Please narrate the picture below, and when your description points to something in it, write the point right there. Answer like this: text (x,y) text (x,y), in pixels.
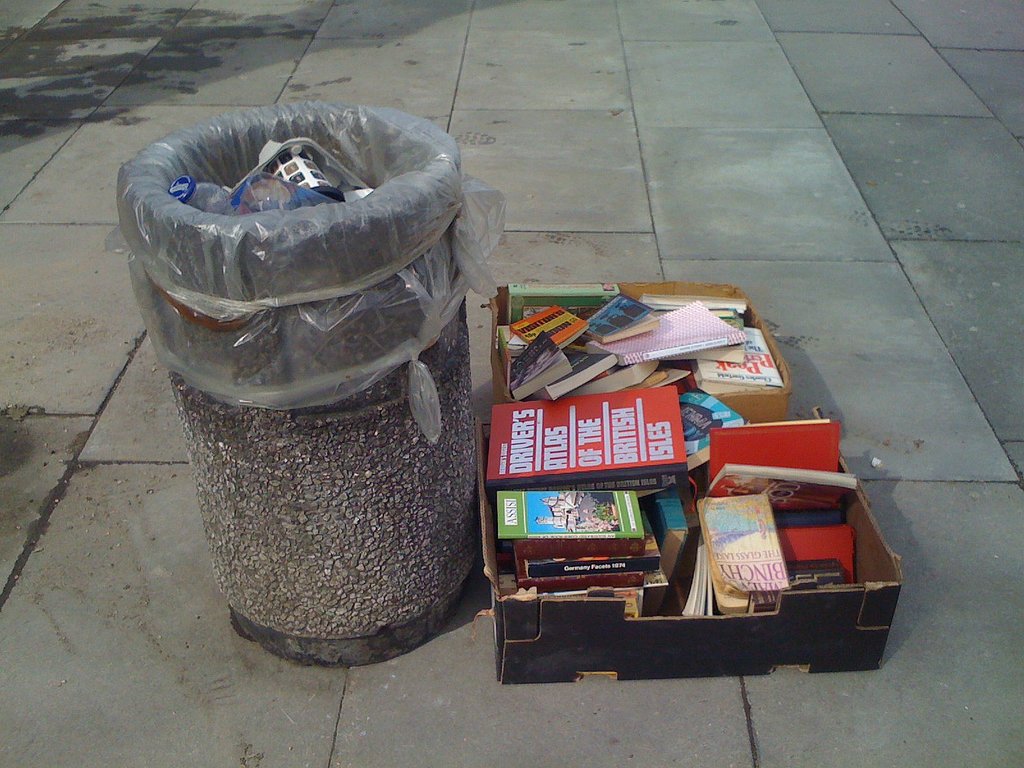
In this image I can see few papers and books (697,442) in the cardboard box (874,593) and I can see a dustbin (290,520) and the floor (55,661) is in gray color.
